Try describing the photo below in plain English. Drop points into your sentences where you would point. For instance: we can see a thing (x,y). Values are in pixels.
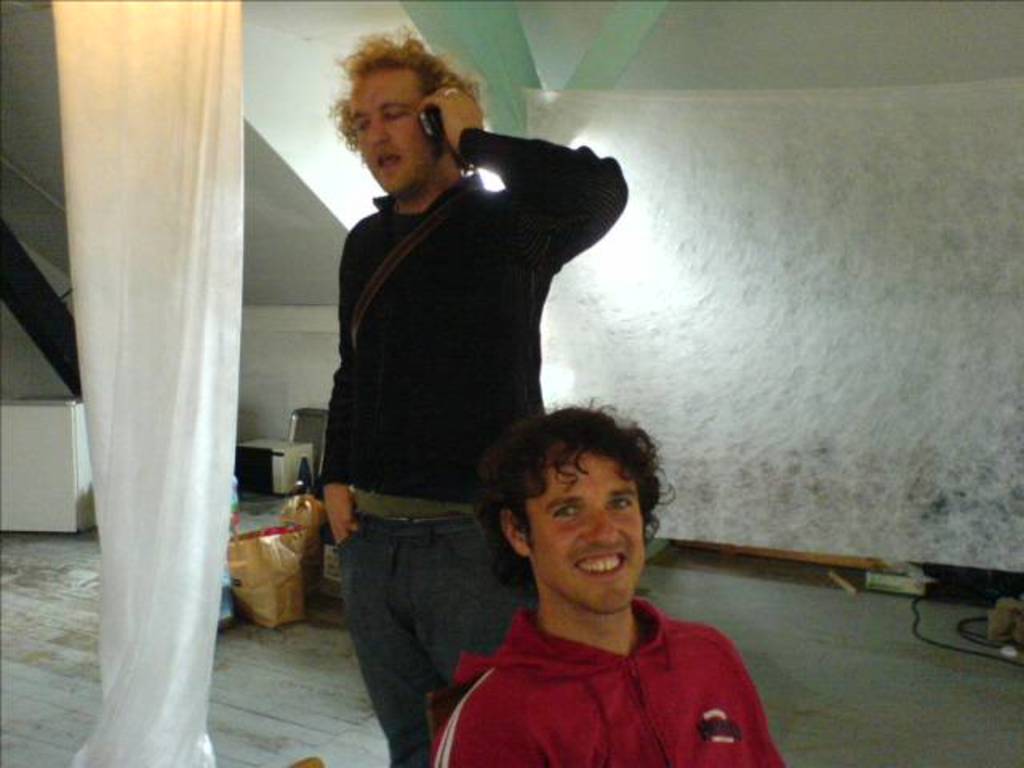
Here is a person (583,651) sitting and smiling and the other man (415,502) standing and holding a mobile phone (426,124). This looks like a white cloth (168,542), which is hanging. I can see the bags (302,513) and few other things (290,484) are placed on the floor (713,602). This looks like a kind of table (46,491).
